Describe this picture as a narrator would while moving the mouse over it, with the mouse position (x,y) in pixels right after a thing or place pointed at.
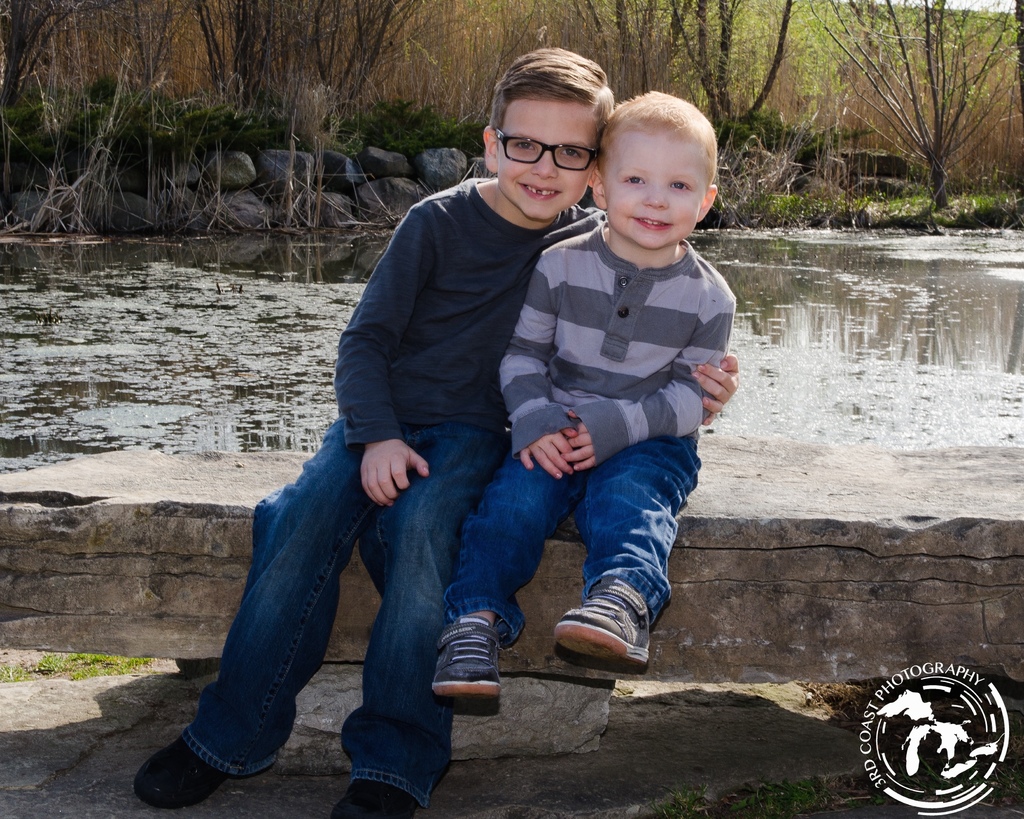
In this picture I can see two boys (582,339) sitting and smiling, there is water (860,319), rocks (982,630), and in the background (950,81) there are trees (950,81) and there is a watermark (935,767) on the image.
